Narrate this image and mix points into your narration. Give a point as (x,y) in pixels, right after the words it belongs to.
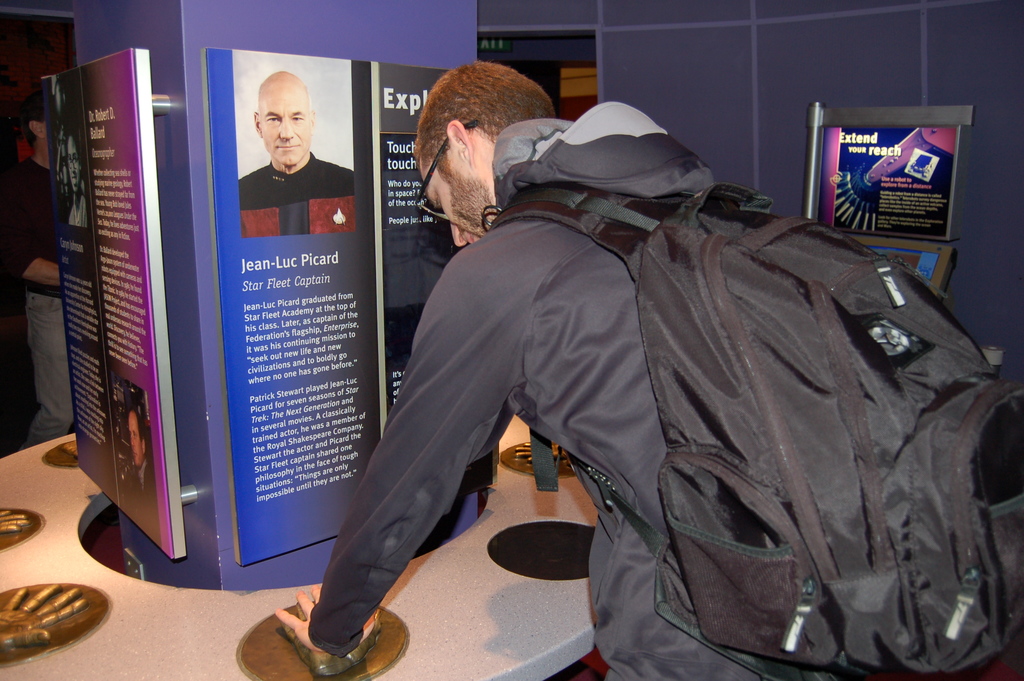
In the image there is man (641,415) wearing a bag (760,465) printing his hand (306,610) on a mould (312,659), in front of him there is a banner (318,262).
